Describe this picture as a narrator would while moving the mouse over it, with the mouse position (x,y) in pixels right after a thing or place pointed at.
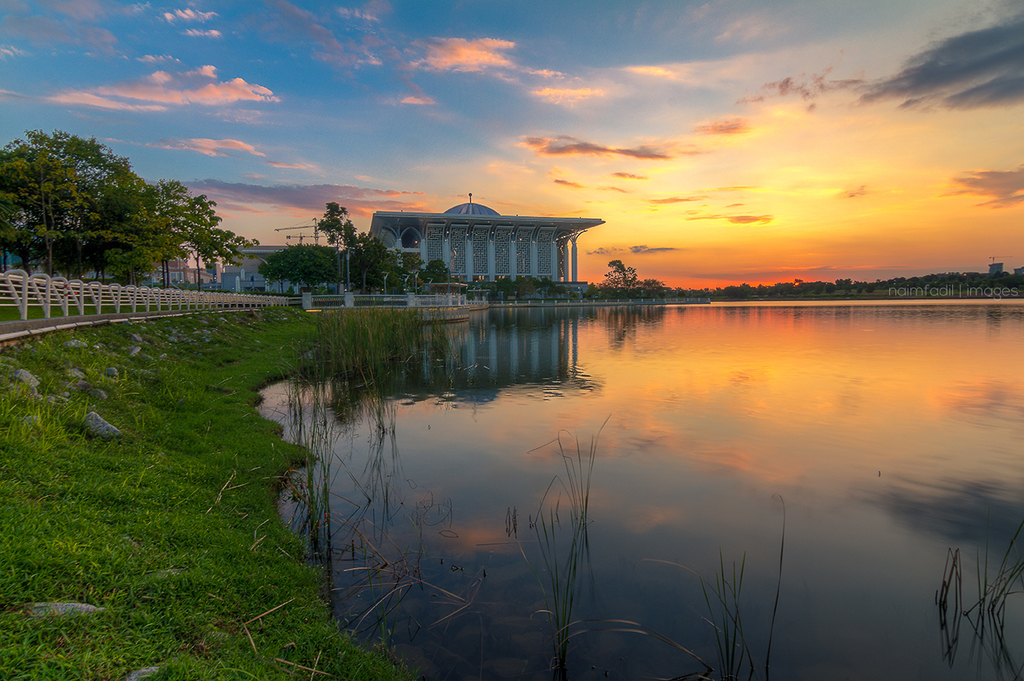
In this picture we can see a building (480,255) here, on the right side (905,510) there is water (854,519), we can see some grass (180,607) here, there are some trees (96,257) in the background (209,245), there is the sky (332,109) at the top of the picture (289,70).
